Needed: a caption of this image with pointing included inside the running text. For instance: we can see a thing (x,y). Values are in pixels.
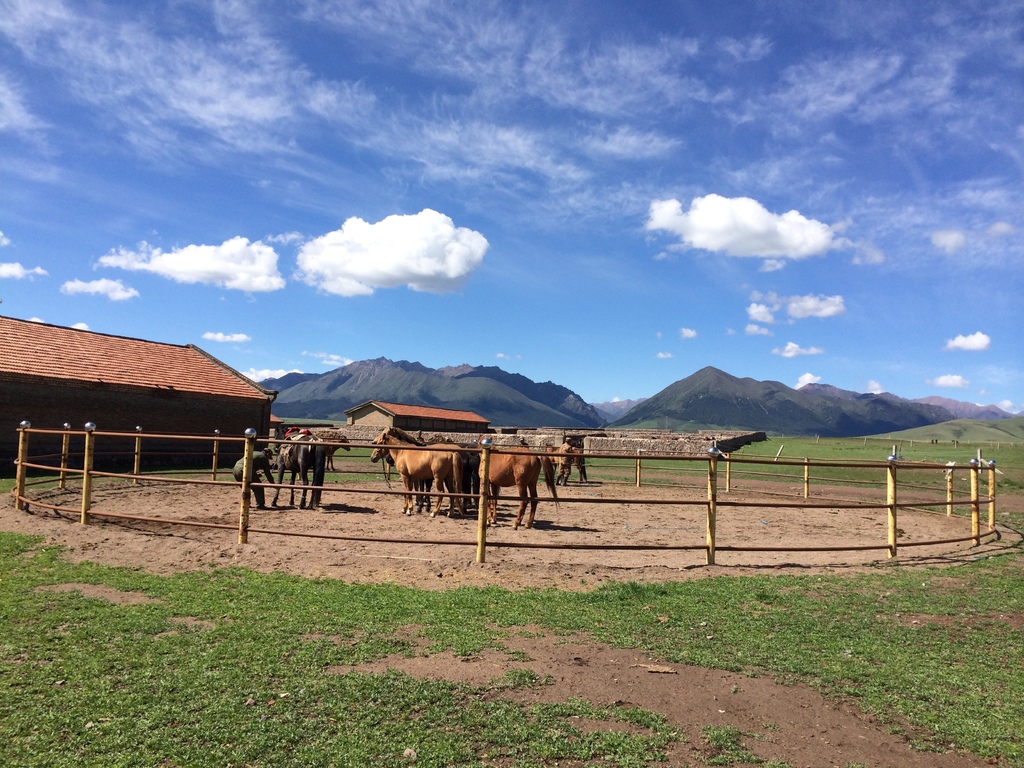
In this picture in the center (518,468) there are some horses (436,465) and one person (266,479), and there is a wooden fence (891,486). At the bottom (325,546) there is grass (200,676) and sand (501,502), in the background (354,408) there are some houses (437,419) and mountains (863,393). On the top of the image (744,181) there is sky (325,250).
